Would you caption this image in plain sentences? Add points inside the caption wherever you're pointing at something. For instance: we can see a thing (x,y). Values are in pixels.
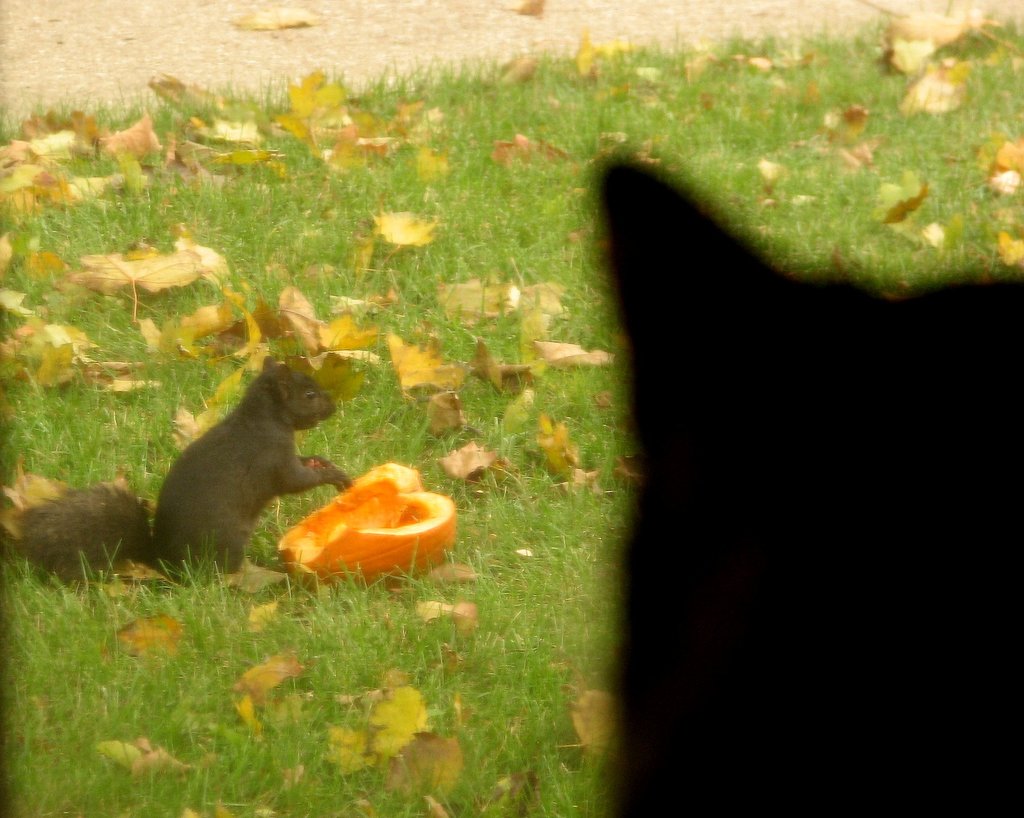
In this image, we can see some grass (520,322) and leaves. There is a squirrel (207,531) on the left side of the image (185,531). There is a pumpkin (414,499) in the middle of the image (418,520).
